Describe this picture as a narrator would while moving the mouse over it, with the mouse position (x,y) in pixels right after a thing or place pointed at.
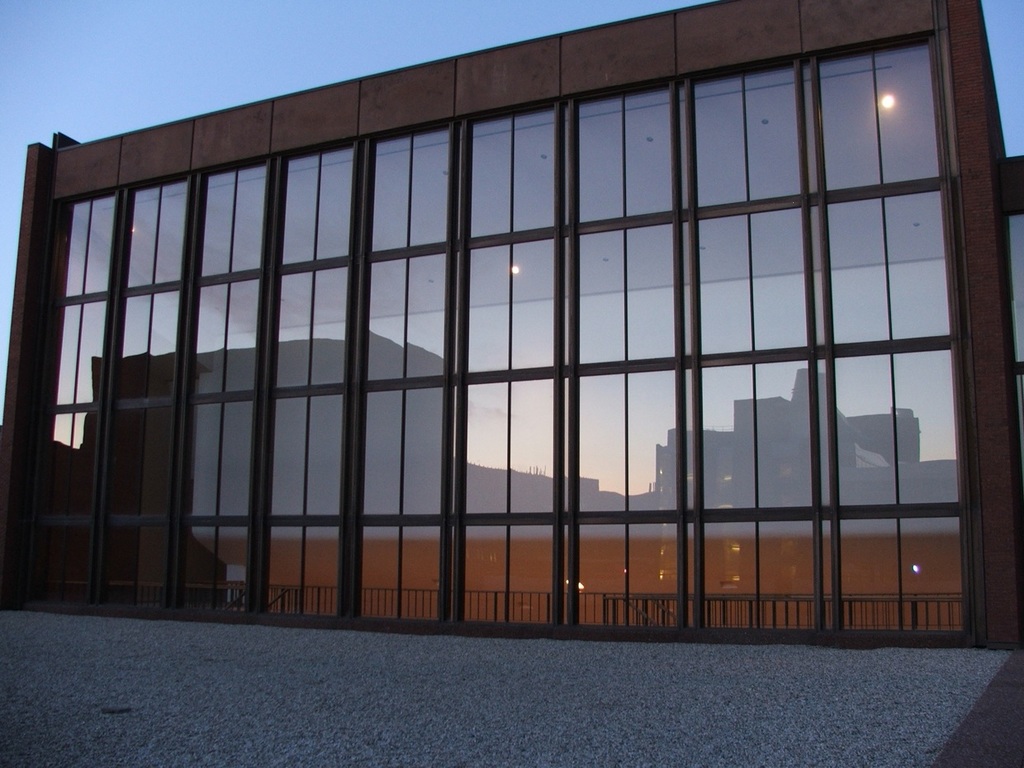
In this image we can see a building (338,438), glasses (397,414), floor (237,737) and the sky (472,26).
